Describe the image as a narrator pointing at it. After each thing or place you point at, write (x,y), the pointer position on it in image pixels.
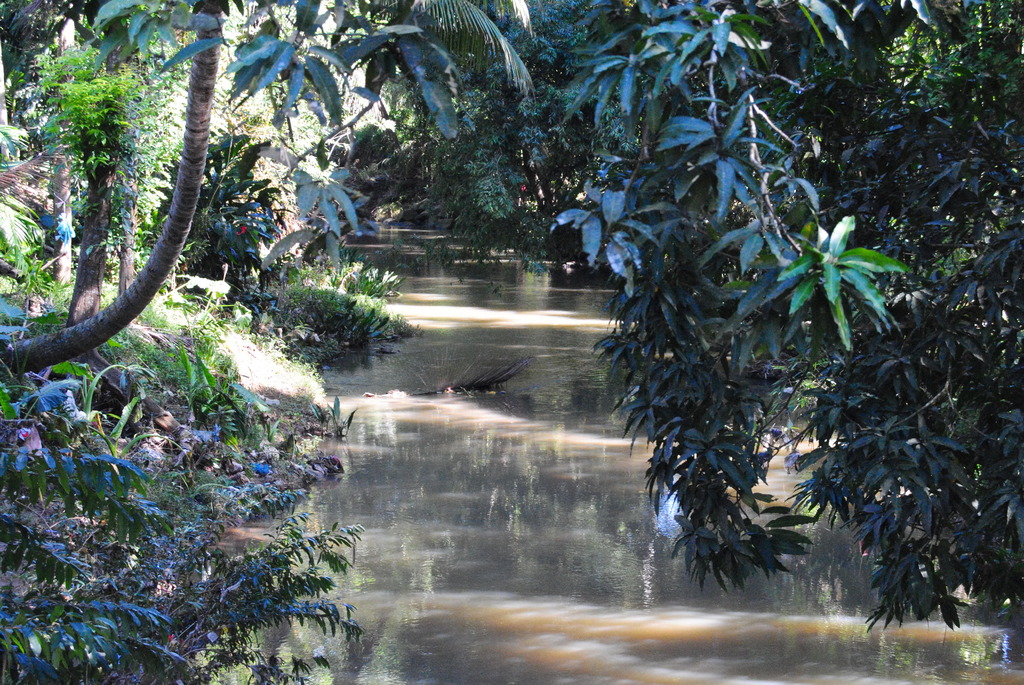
As we can see in the image there is water (456,415), plants (158,382) and trees (727,124).
